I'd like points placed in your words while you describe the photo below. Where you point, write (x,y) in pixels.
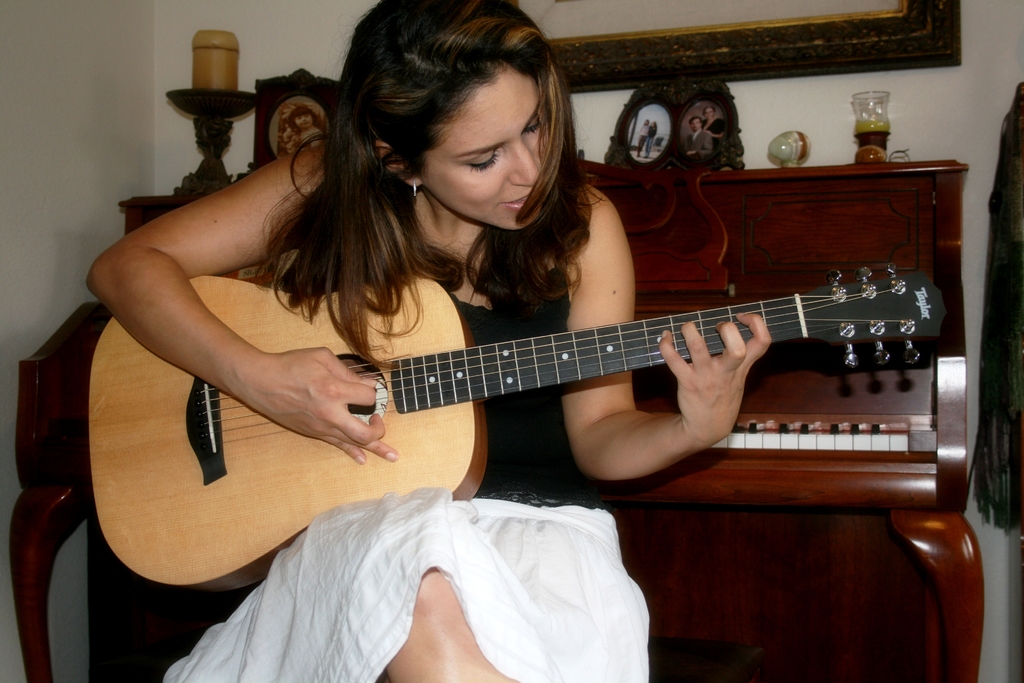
In this picture there is a woman (708,363) sitting and holding a guitar (172,572) with her left hand (665,337) and playing the guitar (180,561) with her right hand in the backdrop (833,414) this a piano (868,468).
